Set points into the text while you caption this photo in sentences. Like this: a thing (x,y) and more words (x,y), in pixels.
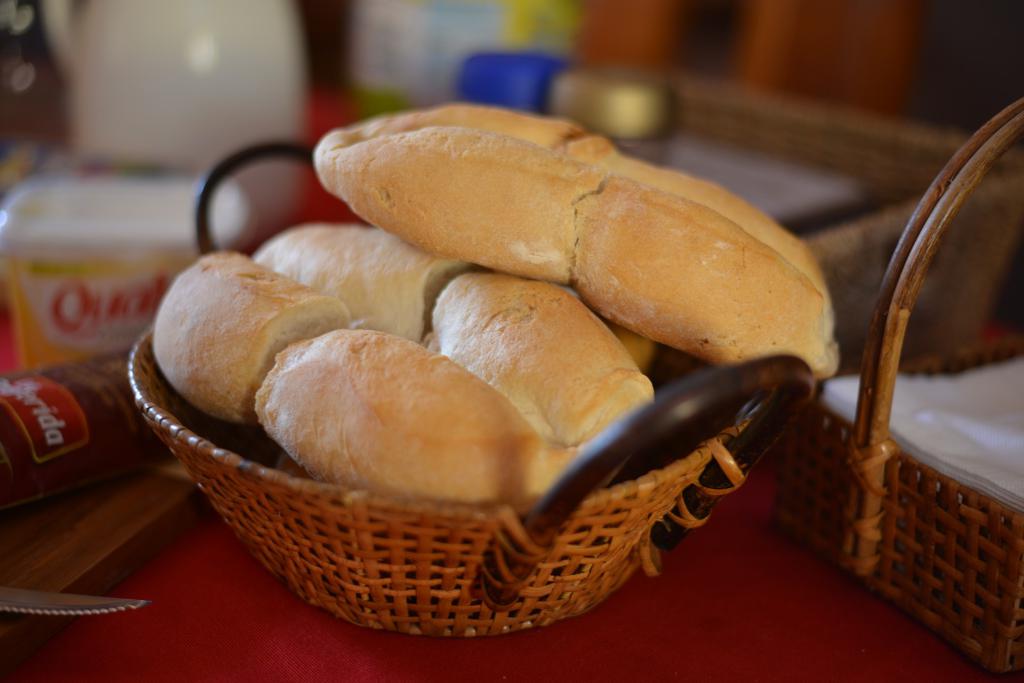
In this image there is a basket (372,544) in which there are buns (404,343). On the left side (87,297) there are boxes (80,315) and a knife (52,598). On the right side (944,546) there is another basket (889,429). In the background (264,67) there are jars (487,66) and small tins (635,107).
